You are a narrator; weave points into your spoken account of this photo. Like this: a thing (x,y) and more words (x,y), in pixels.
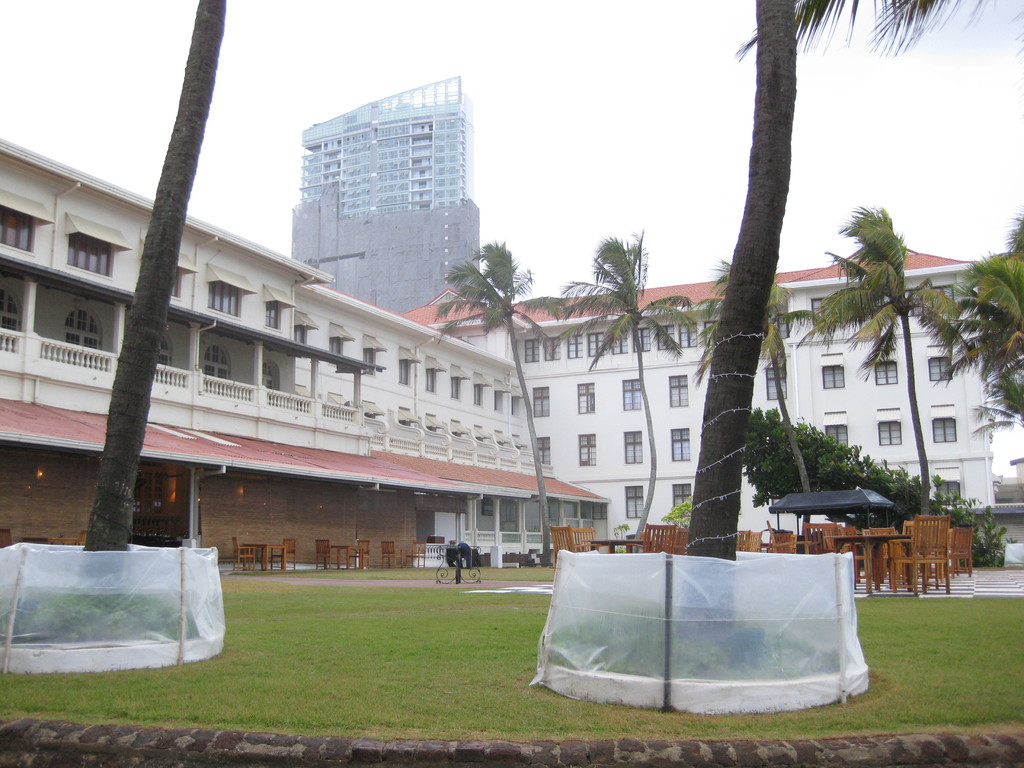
In this picture I can see tables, chairs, lights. There are buildings (291,329), trees (216,29), and in the background (715,48) there is the sky (897,57).
